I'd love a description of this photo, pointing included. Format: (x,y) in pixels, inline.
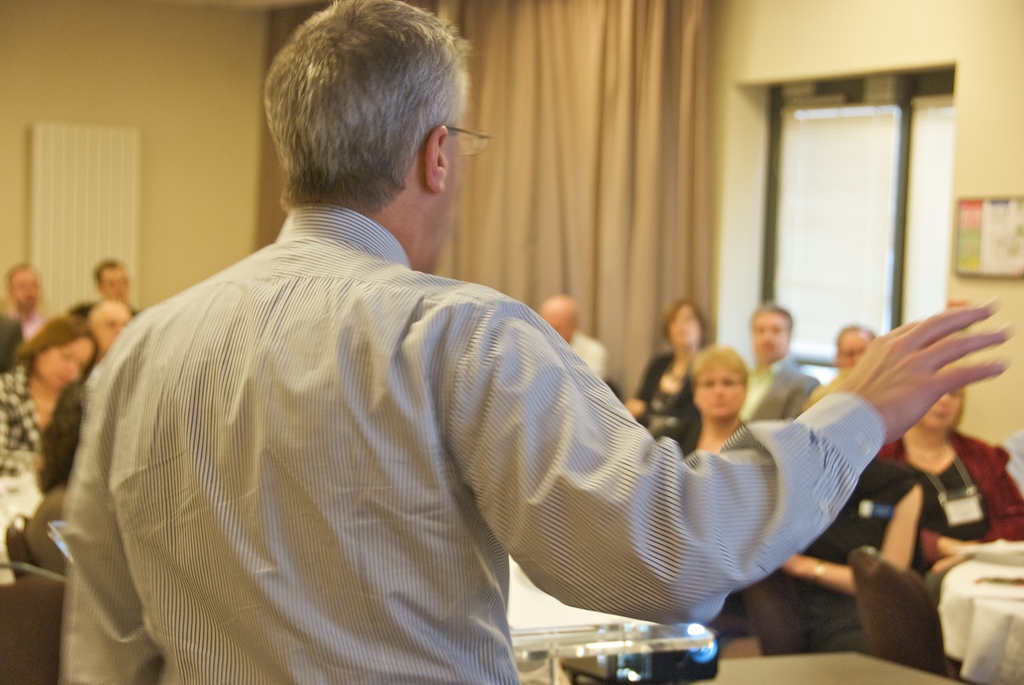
in this image we can a man (301,517) is standing, he is wearing shirt (523,448). behind we can see so many people (63,348) are sitting. Background of the image (851,179) curtain (661,123), window (849,140) and walls (232,63) are there.
